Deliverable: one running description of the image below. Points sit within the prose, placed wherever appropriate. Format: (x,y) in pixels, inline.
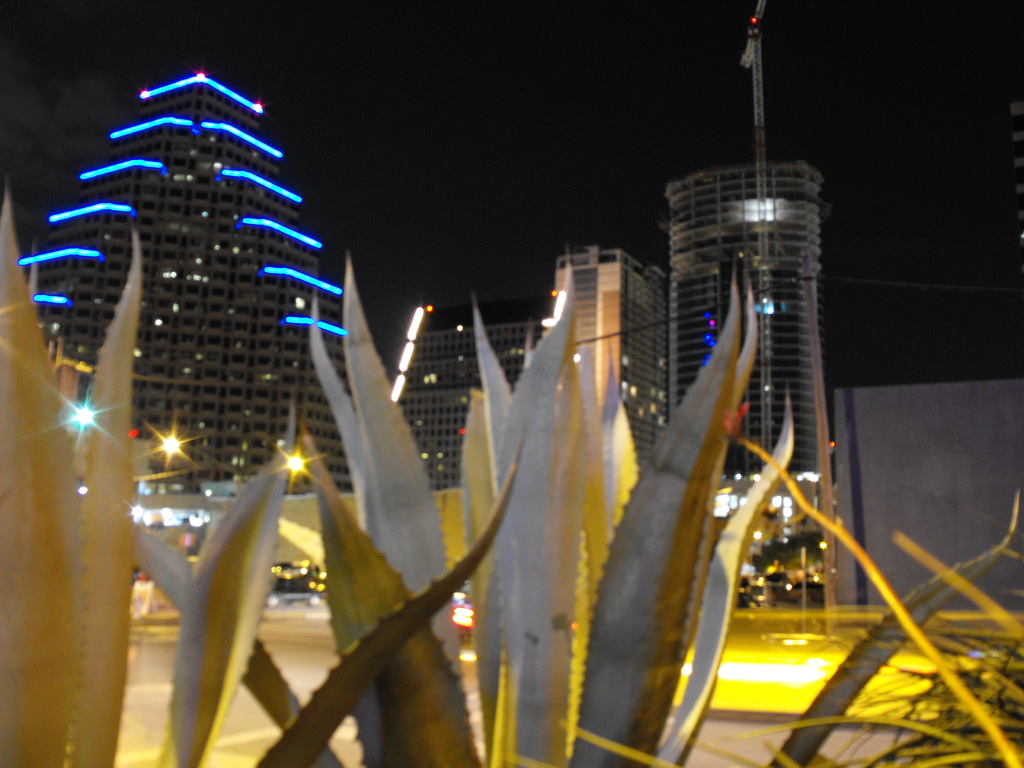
This picture shows few buildings (223,114) and we see pole lights (165,441) and few plants (387,396) and lighting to the building (281,338).
